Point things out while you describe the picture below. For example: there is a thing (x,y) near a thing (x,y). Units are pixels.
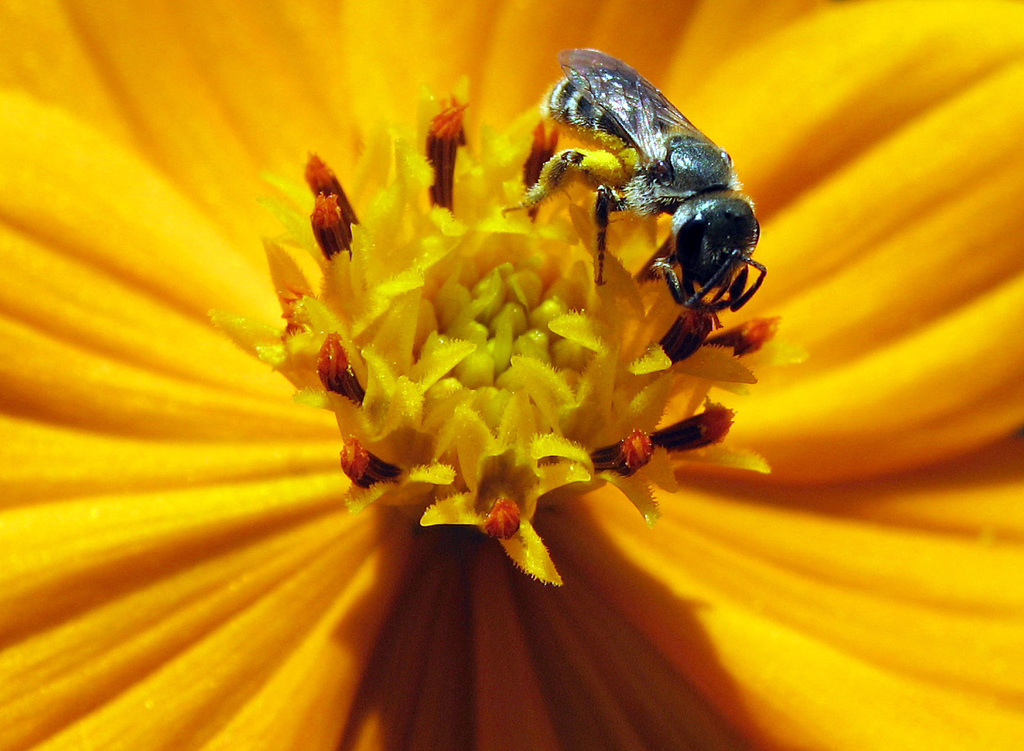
Here we can see an insect (671,124) on a flower (560,481).
